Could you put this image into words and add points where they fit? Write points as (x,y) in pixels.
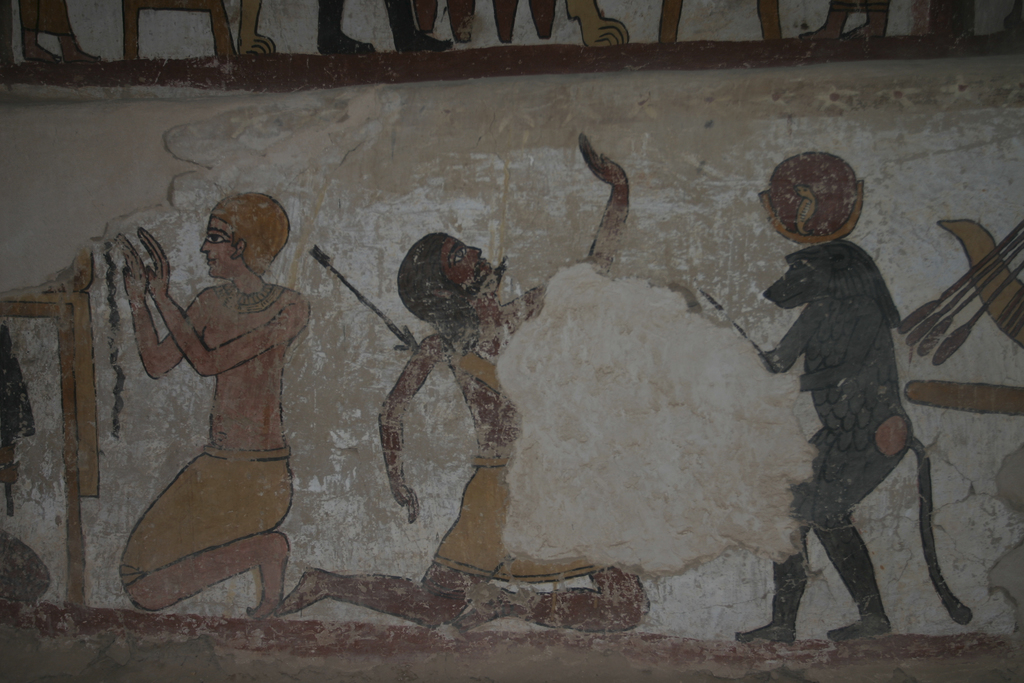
In the picture there is a wall (618,367), on the wall (36,647) there are paintings (823,472) of people (330,21) present.
